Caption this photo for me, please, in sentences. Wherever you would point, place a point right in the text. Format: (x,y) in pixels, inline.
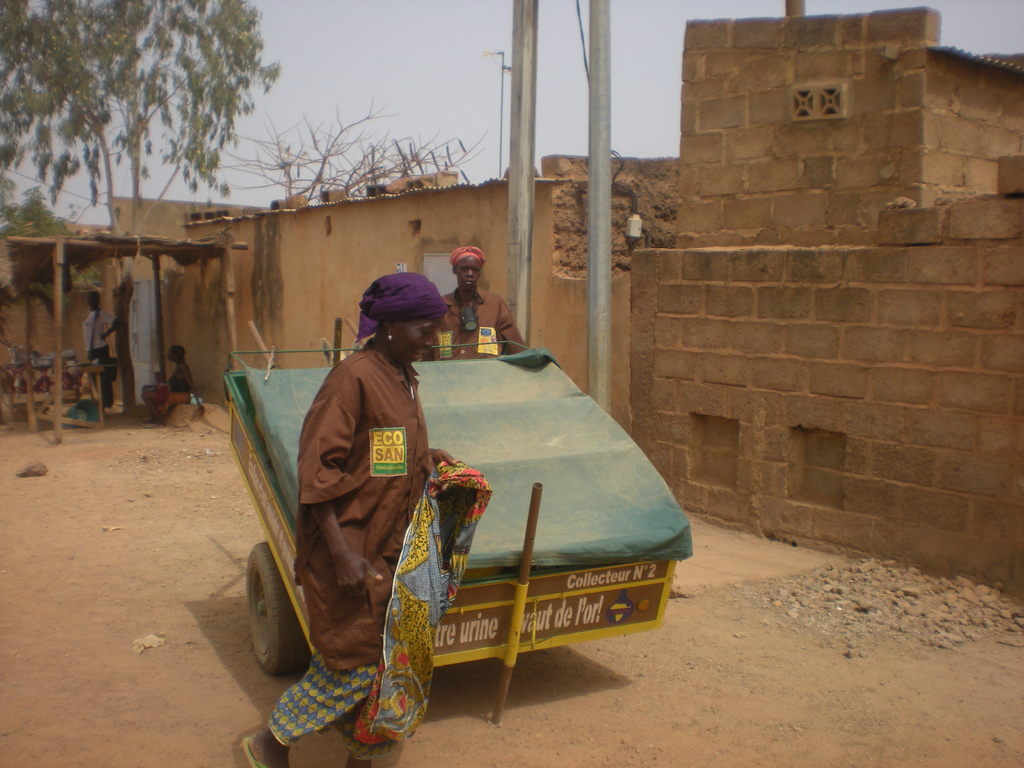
In the image there is a vehicle (483,522) and there are two people (460,259) around that vehicle (524,566), on the right side (714,286) there is a wall (843,306) and in the background (95,342) there are some people (108,344) under a shelter (99,270), behind that there is a tree (124,59).
